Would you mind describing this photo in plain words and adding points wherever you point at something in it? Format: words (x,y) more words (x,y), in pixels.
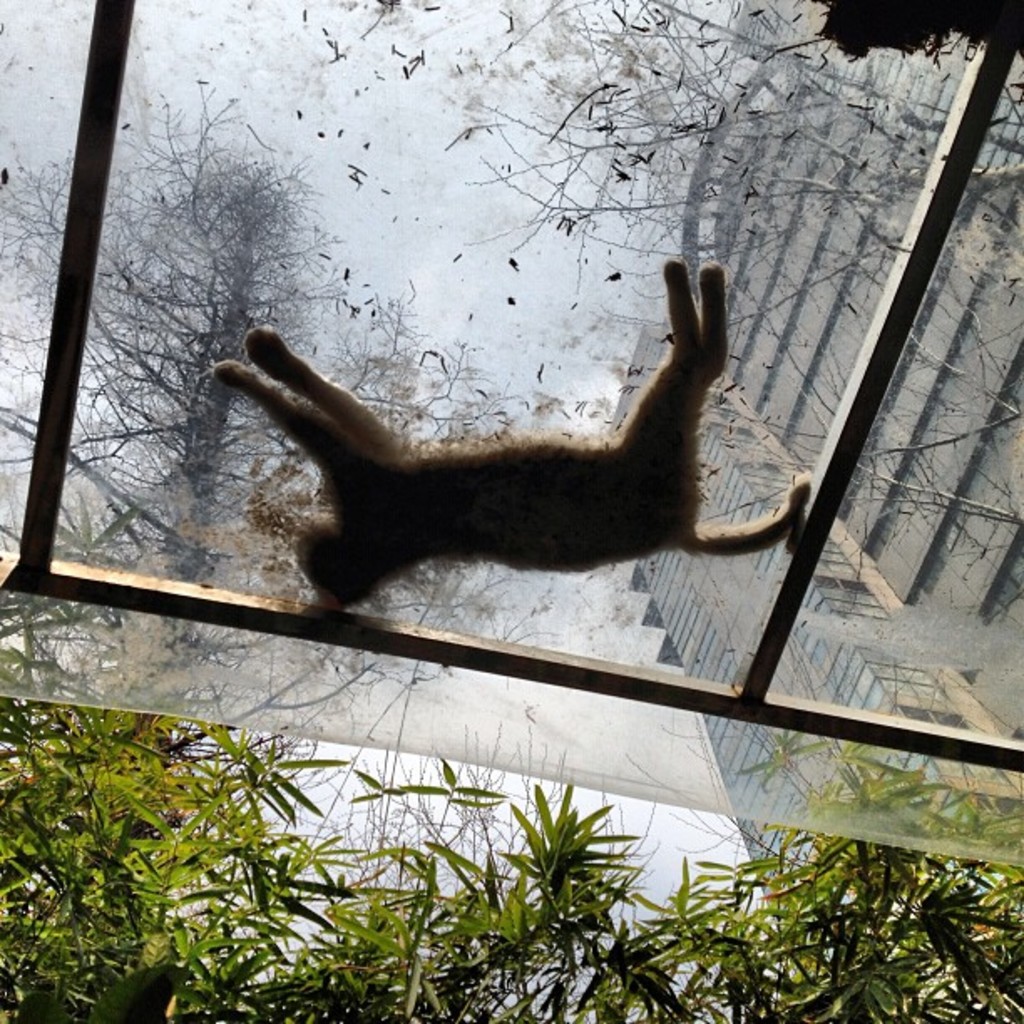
In the foreground of this image (513,928), there are trees (439,926) and it seems like a plastic cover (632,739) on which there is a cat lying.
